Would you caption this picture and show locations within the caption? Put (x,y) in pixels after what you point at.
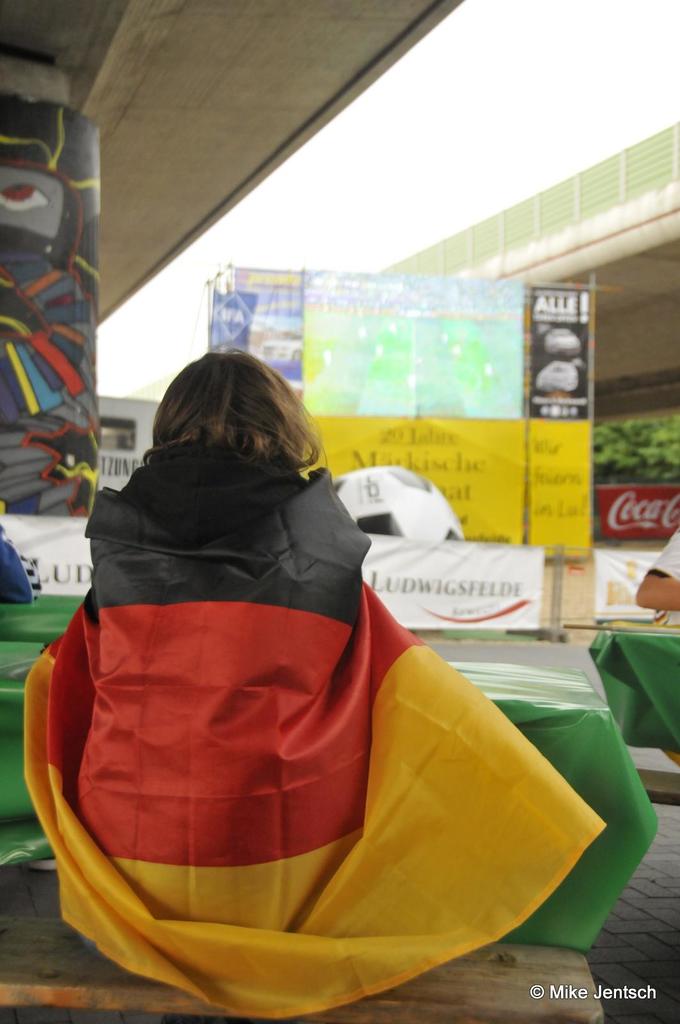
In this image we can see a person (193,490) wearing a cloth (239,520). Also there are tables (614,729) with cloth (563,712). In the back (459,475) there are banners (455,439) with text (667,499). Also there is a bridge (616,189). On the left side (40,283) we can see pillar (51,323) with painting (50,280). In the background (311,191) there is sky (330,191). Also there is tree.
